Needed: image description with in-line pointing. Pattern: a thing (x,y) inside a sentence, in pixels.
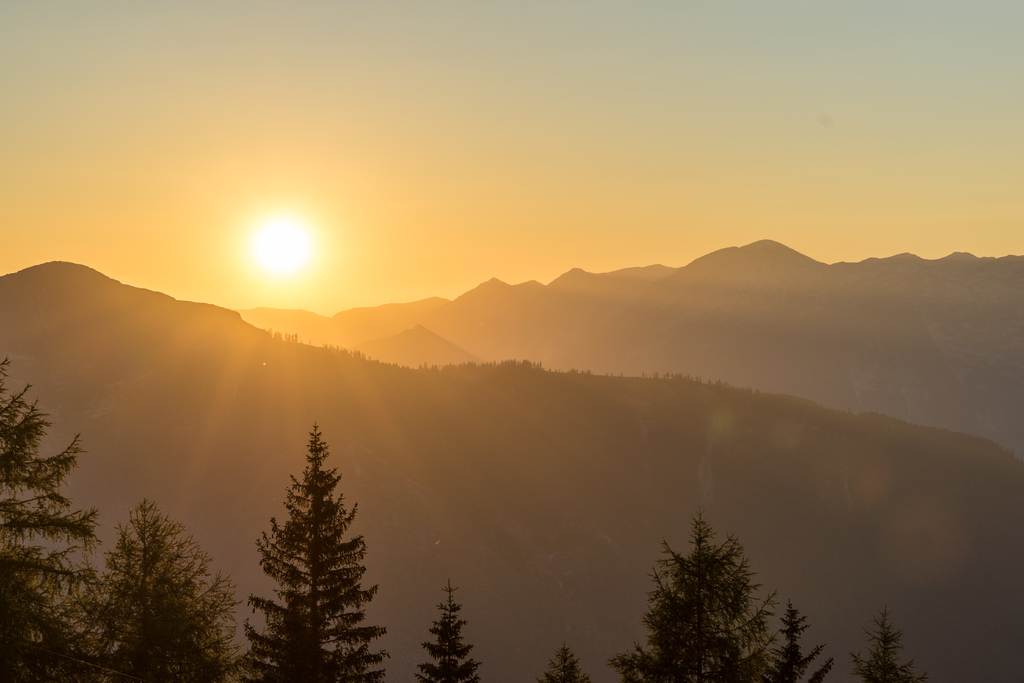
In this image there are so many trees (307,457), at the back (381,442) there are mountains (282,388) and sun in the sky (198,210).
